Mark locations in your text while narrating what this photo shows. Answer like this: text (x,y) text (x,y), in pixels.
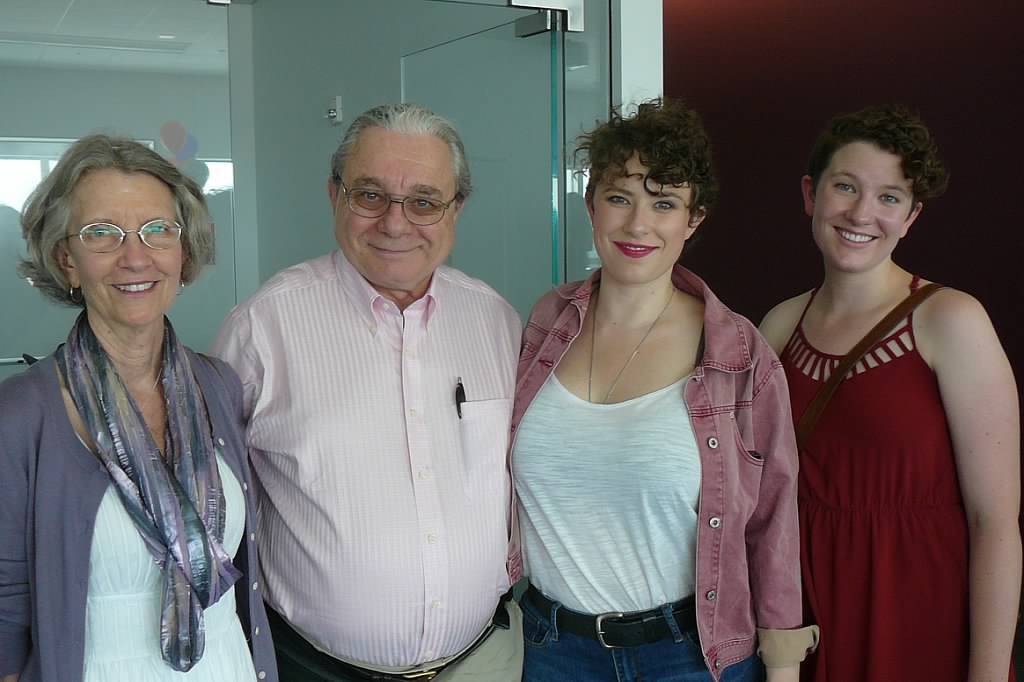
In the picture there are three women (649,214) and a man (351,212) standing and laughing, behind them there is a glass wall (261,48).
